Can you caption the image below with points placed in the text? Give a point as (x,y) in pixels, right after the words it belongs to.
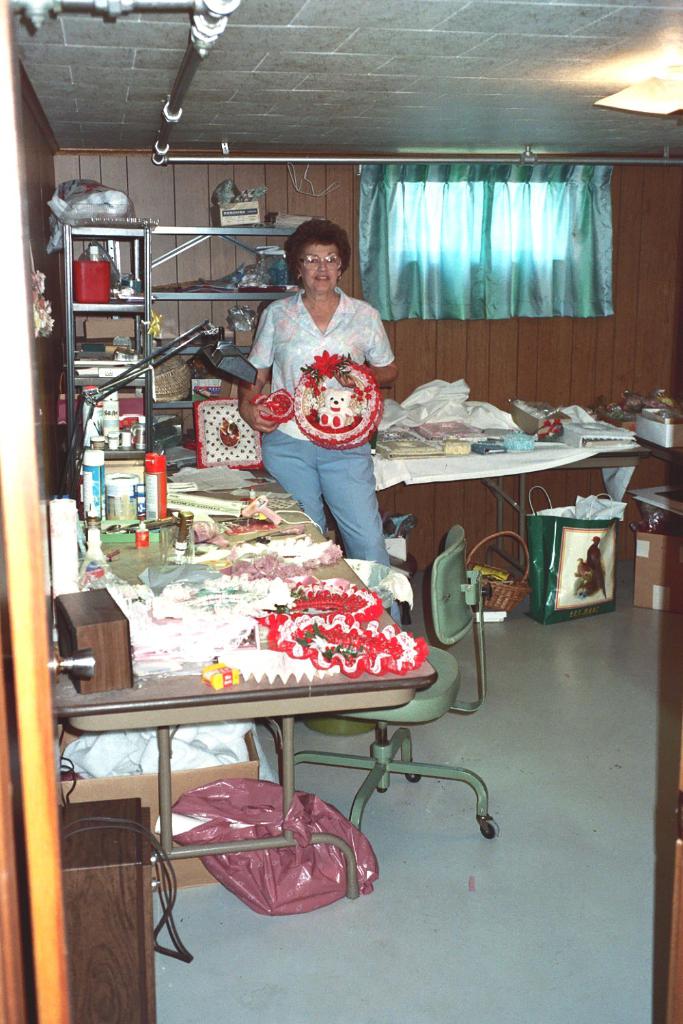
In the picture we can find a woman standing near to the tables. On the table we can find few things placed on it and a chair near to it. In the background (180,330) we can find wall (163,236), curtain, window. To the ceiling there is a light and on the floor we can find the bag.
